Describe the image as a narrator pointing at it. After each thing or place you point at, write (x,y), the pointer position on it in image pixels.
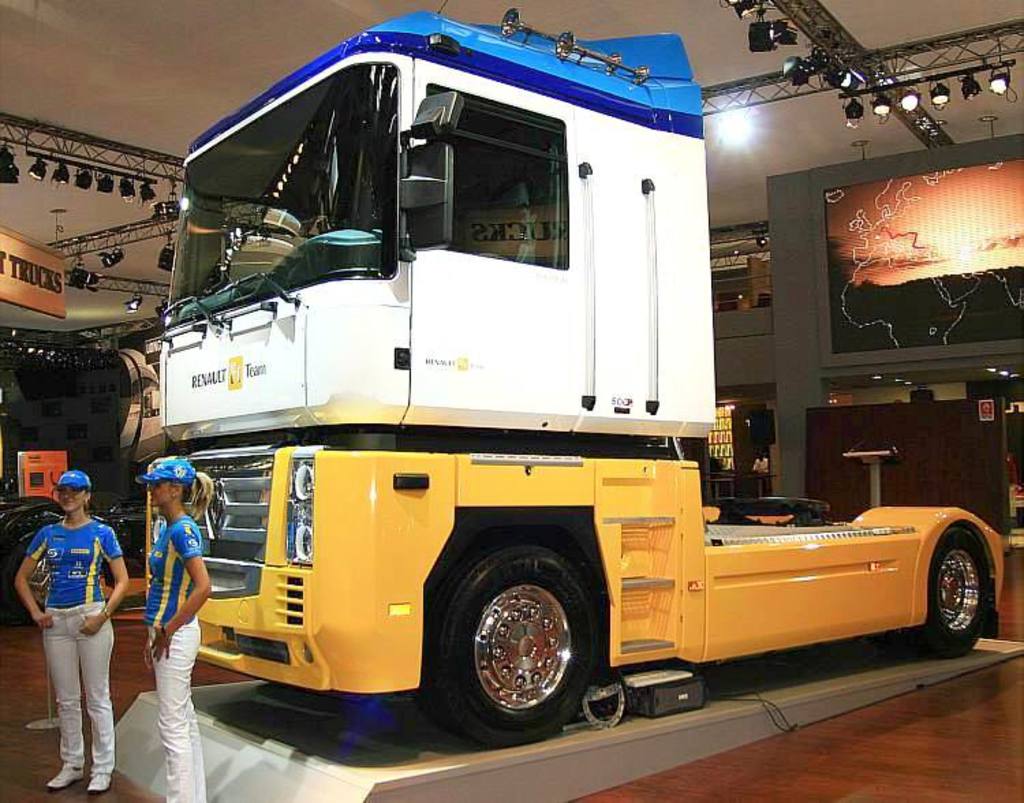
There are two women (57,663) standing and wore blue color caps (151,477), behind these women (167,479) we can see a vehicle (544,645) on the surface (575,764). Background (971,201) we can see lights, screen (988,195) and board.
